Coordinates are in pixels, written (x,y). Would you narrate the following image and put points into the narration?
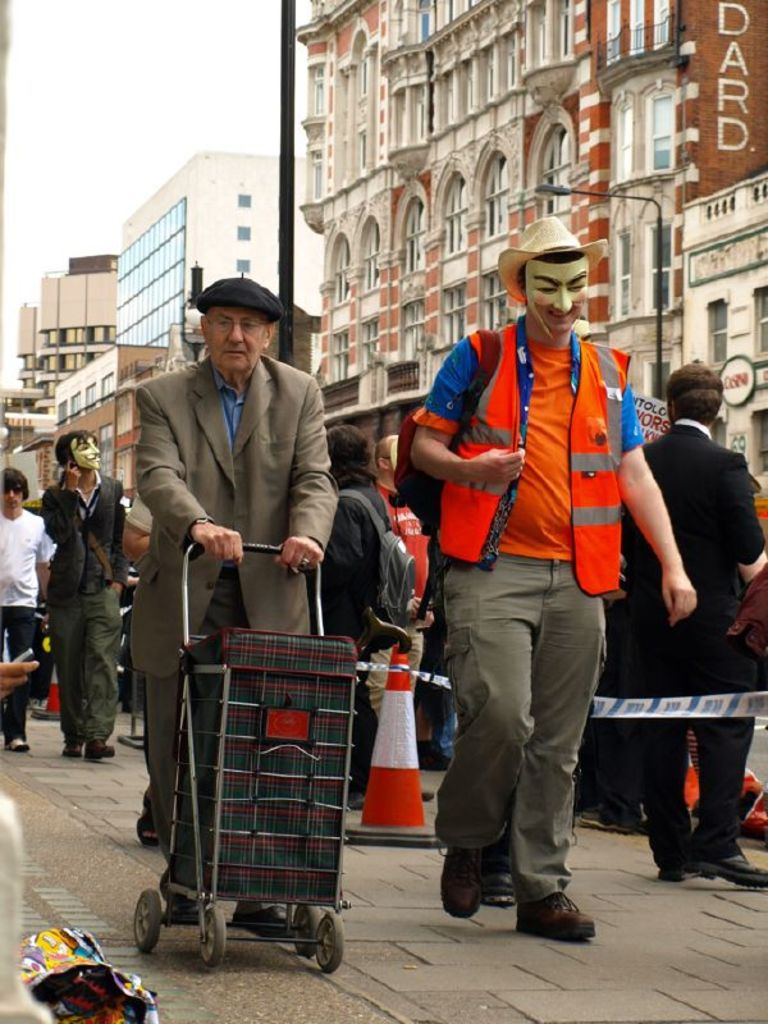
This person (292,546) is holding a trolley (218,941), above this trolley (204,936) there is a luggage (277,810). These two people (561,346) wore masks (555,290). Background (17,565) we can see people (27,564), sky (7,360), buildings (354,329), pole (284,326) and light pole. To these buildings (265,269) there are windows (156,272). These are traffic cones (58,710).
